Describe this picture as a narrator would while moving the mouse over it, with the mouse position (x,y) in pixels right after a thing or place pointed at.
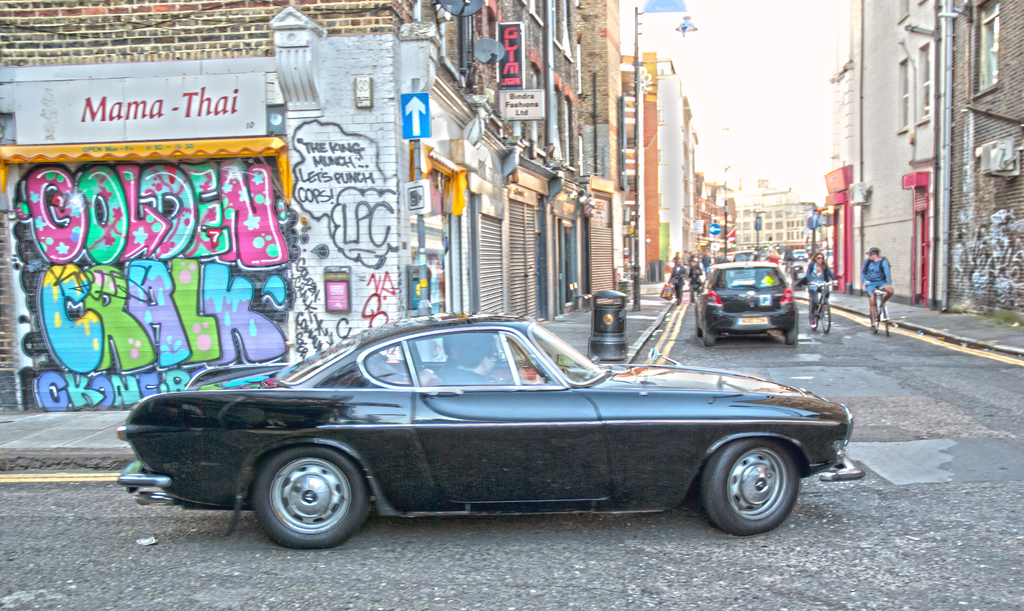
In this image in the center (541,407) there are some cars (474,440) and cycles (883,298) and some persons (865,283) are sitting on cycles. At the bottom (58,578) there is a road (359,544) and in the background (552,240) there are some stores (564,260), poles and some lights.
